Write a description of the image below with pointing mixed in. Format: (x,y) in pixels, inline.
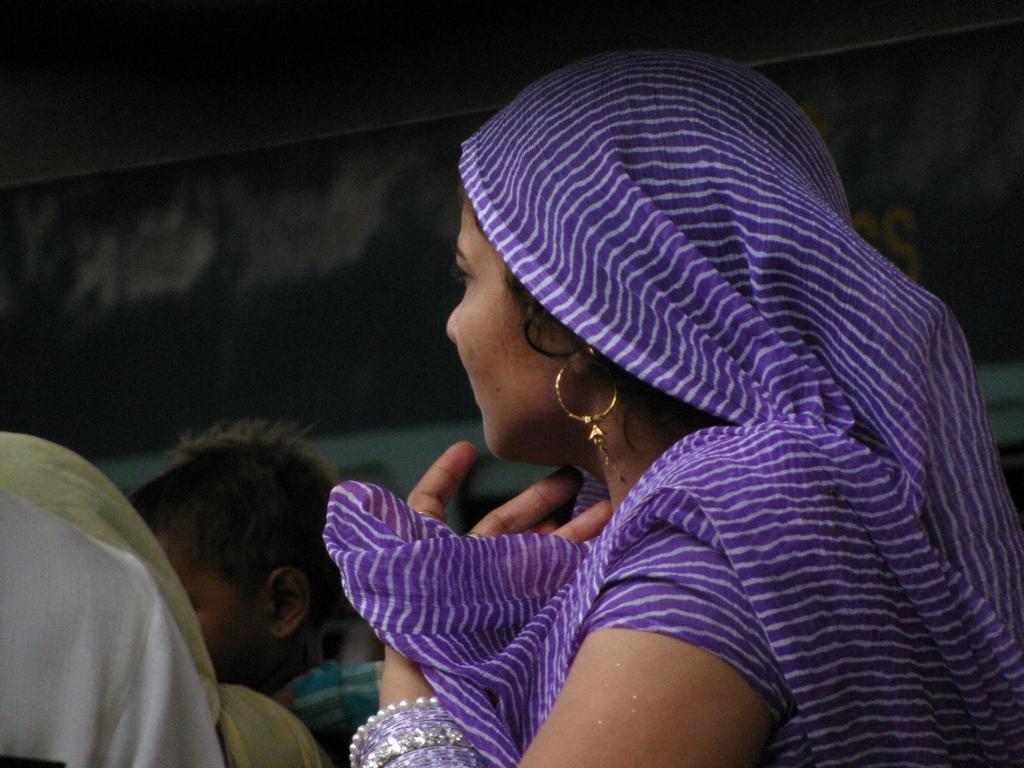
There is a woman (531,410) wearing earring (588,418) and bangles (434,702). In the back (298,587) there's a lady (162,623) and a child (286,578). In the background (387,61) it is blurred.
